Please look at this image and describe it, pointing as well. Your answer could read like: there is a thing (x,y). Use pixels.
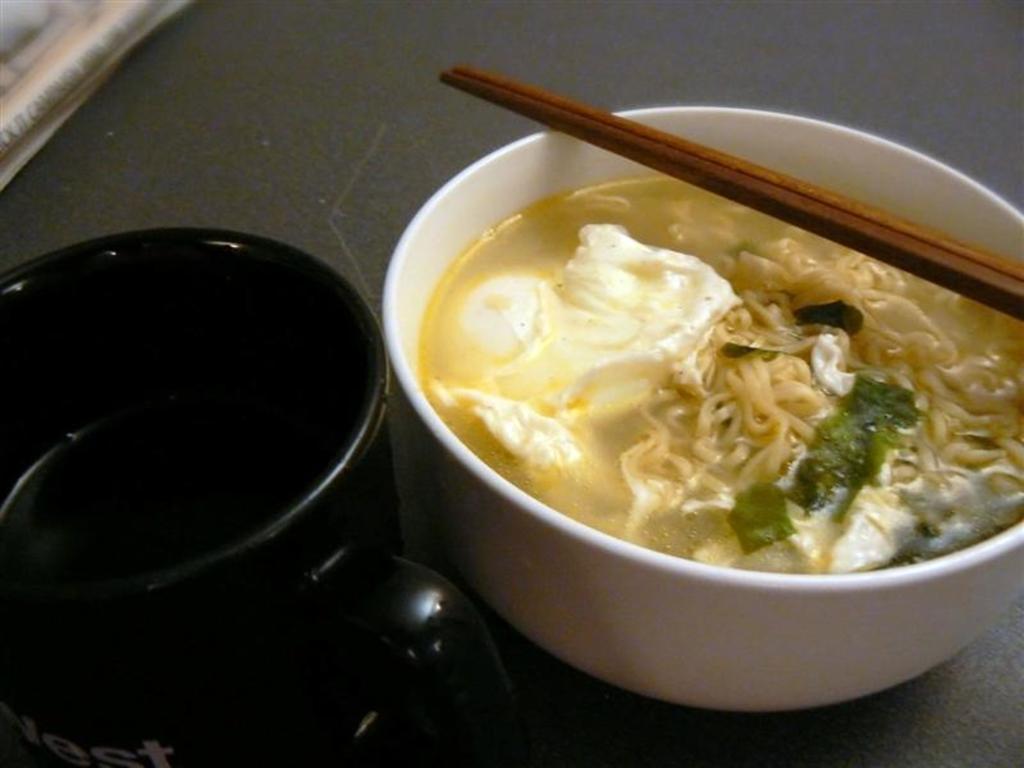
In this picture we can find a mug (211,314) and a bowl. In one bowl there is a soup (442,377), noodles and leaf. On the top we can find chopsticks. The bowl (414,380) is white in colour.
